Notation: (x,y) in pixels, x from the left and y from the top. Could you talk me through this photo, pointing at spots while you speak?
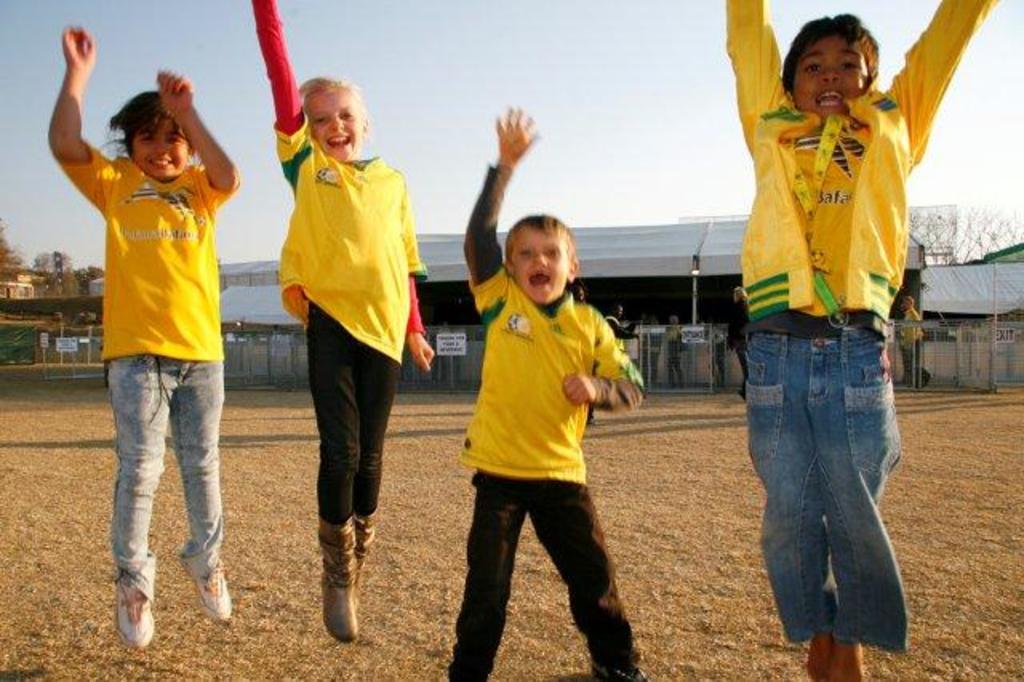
In this image we can see four children (308,242). In the back (264,324) there are railings (245,339) and there is a shed (732,274). In the background (997,228) there are trees (50,263) and sky (569,104). Also there are few people (618,336).
